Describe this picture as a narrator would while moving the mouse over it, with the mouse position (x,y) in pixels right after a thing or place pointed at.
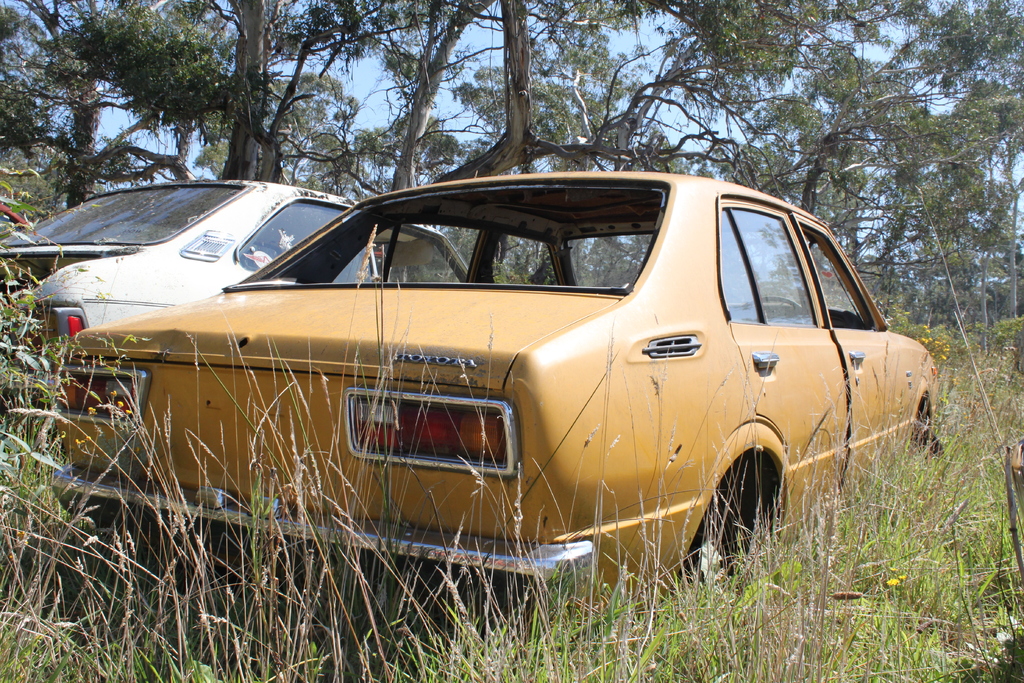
There are two vehicles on the ground (250,586) and in the background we can see trees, sky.
